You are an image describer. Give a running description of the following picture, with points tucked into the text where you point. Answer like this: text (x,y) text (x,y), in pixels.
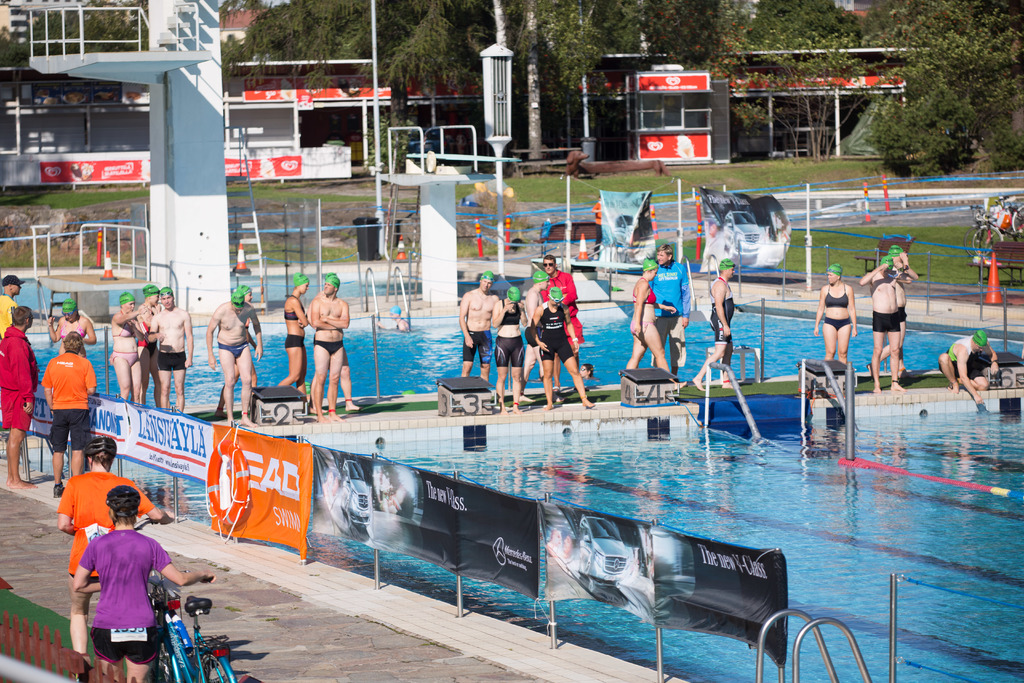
In this image in the center (393,376) there are two swimming pools (604,453) and also there are some people (468,338) who are standing and they are wearing swimming suit (143,347), at the bottom (116,557) there are two persons (128,574) who are walking and in the background (916,129) there are some houses (834,117), trees (878,129), poles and at the bottom (284,619) there is a walkway (280,629).
